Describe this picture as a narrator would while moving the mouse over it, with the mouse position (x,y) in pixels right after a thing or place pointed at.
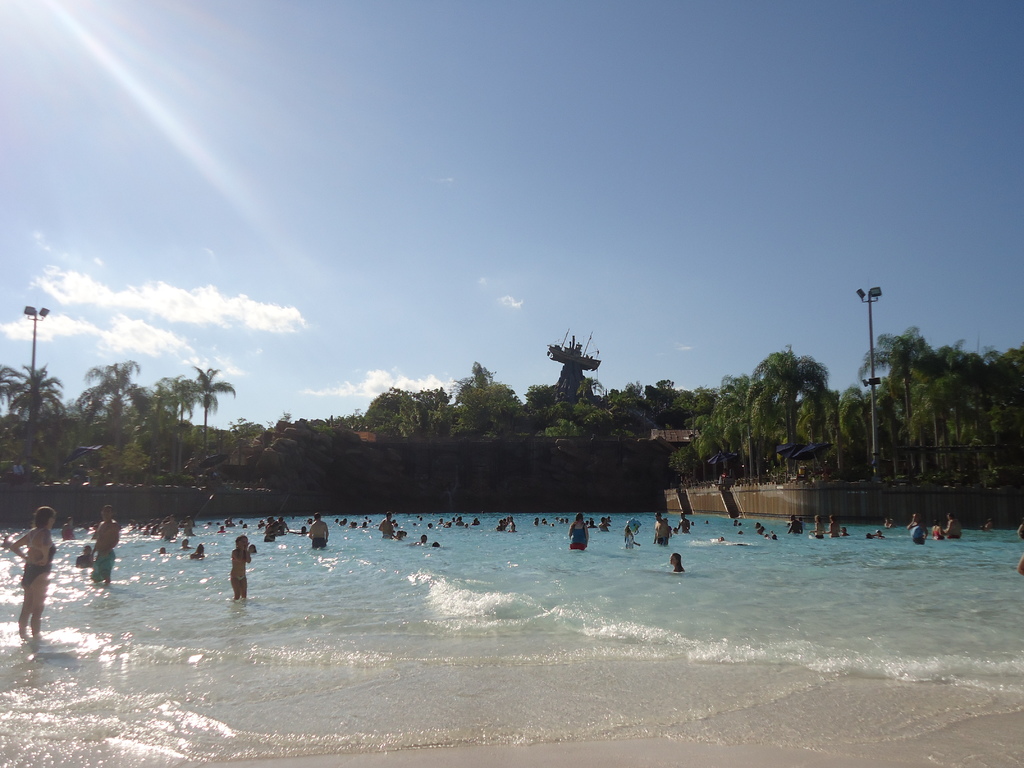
In the picture I can see a group of people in the water (653,531). I can see a floodlight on the left side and the right side as well. It is looking like a boat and I can see the trees (867,440) in the background (592,391). There are clouds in the sky (473,109).
